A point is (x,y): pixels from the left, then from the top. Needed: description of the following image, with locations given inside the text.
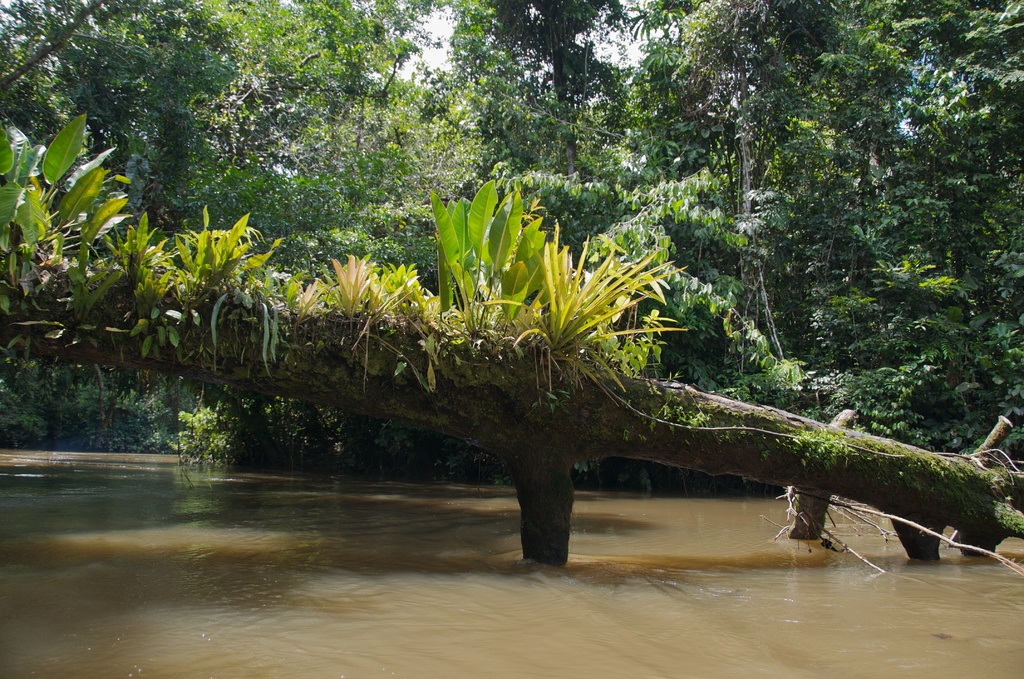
This looks like a river (238,575) with the water (328,597) flowing. I can see plants (339,294) on the wooden trunk (896,478), which is across the river (327,523). These are the trees (333,130) with branches (622,155) and leaves (869,221). I think this looks like a forest (564,229).
